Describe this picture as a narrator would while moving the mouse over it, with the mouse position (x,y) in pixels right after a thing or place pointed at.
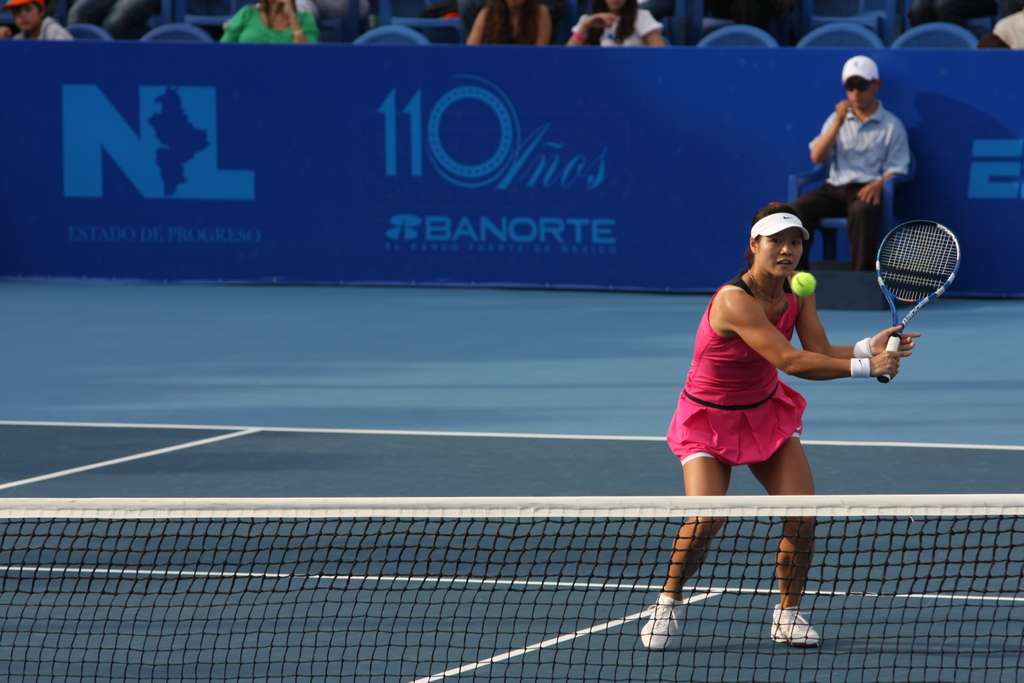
The lady (728,367) with the pink dress (734,381) is standing in the tennis court (561,405). In her hand (870,363) there is a tennis racket (907,282). We can see a ball (805,291). And we can see a net (398,505). Behind her there is a board (456,177). And a man (846,133) sitting in the chair (882,194). Behind the board (771,72) there are some people (647,30) sitting.
